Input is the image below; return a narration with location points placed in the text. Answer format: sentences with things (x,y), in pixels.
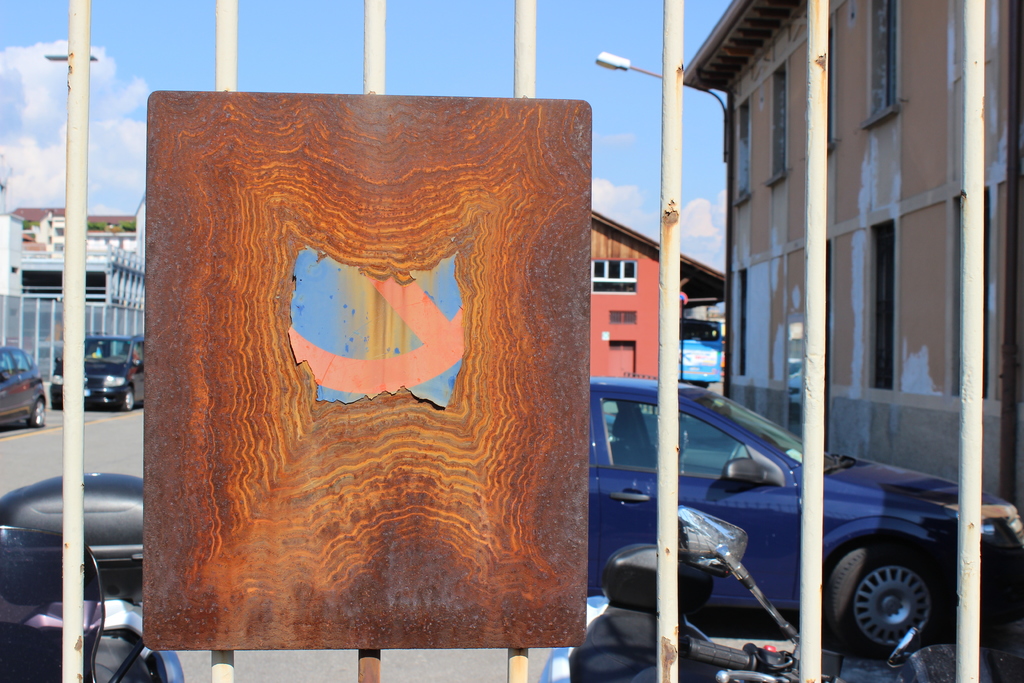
in the foreground of the image (87,106) there is a gate (962,647) with a board (263,452). In the background of the image (702,277) there are buildings (616,284), cars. At the top of the image (434,46) there is sky (452,40). There are street lights (616,57).
